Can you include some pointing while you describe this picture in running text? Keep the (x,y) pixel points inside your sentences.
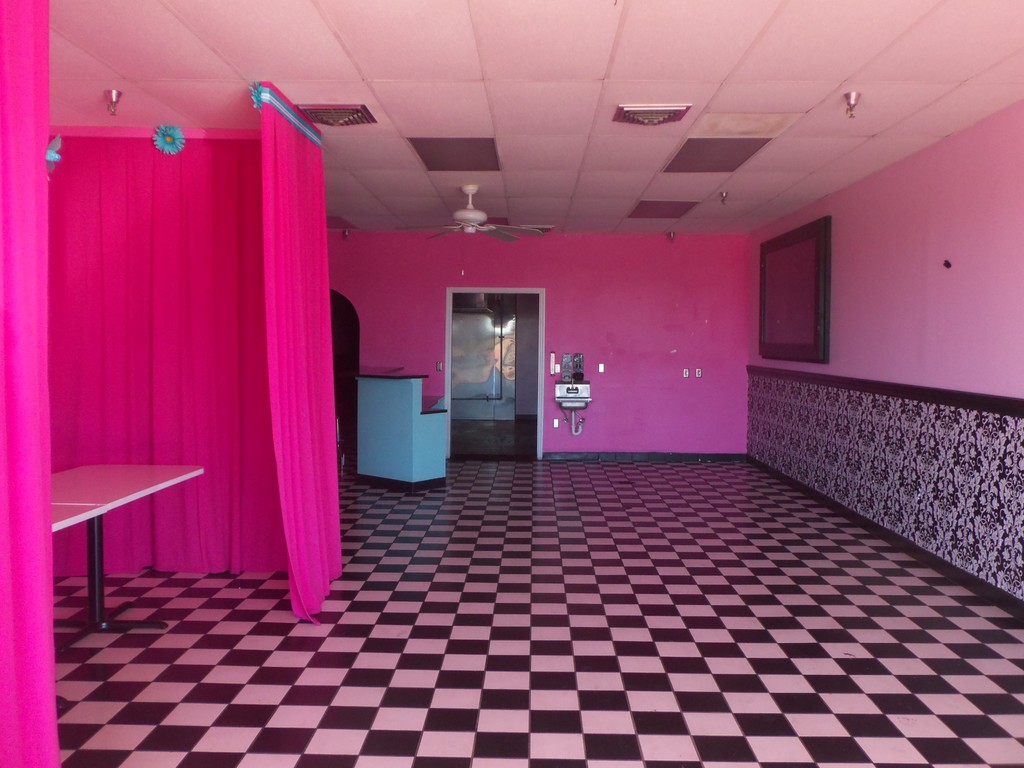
In this image I can see a inside view of a room (568,385), in the room (554,381) I can see a pink color curtain (145,309) visible on the left side (128,314) and in front of the curtain (94,430) I can see a table (92,515) kept on the floor (161,605) and in the middle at the top of the roof (509,221) I can see a fan (460,214) hanging and I can see a sink (571,408) attached to the wall (606,393), in the middle (384,431) and I can see a podium (398,399) kept on the floor (391,521).
